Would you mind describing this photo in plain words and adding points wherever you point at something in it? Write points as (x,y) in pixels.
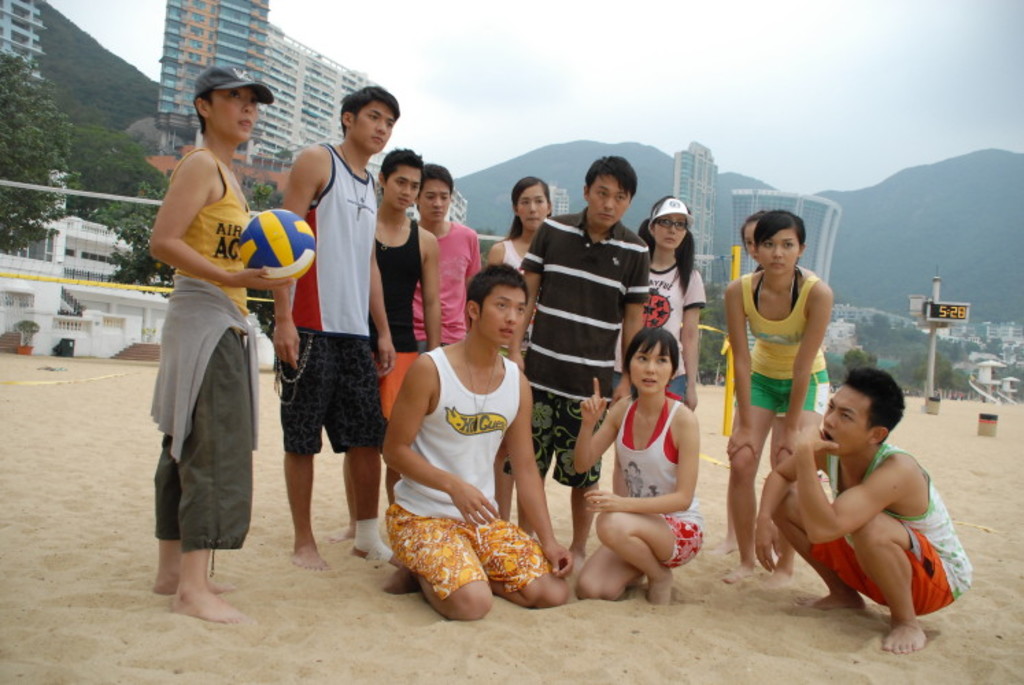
This picture shows few people (548,281) standing and we see few of them (626,531) seated on the knees (472,577) and we see a woman (223,297) holding a ball (275,264) in her hand (256,276) and couple of them (220,108) wore caps (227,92) to their heads (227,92) and we see buildings (347,90) and trees (5,100) and a net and we see a cloudy sky (828,115) and we see sand (134,363) around.
